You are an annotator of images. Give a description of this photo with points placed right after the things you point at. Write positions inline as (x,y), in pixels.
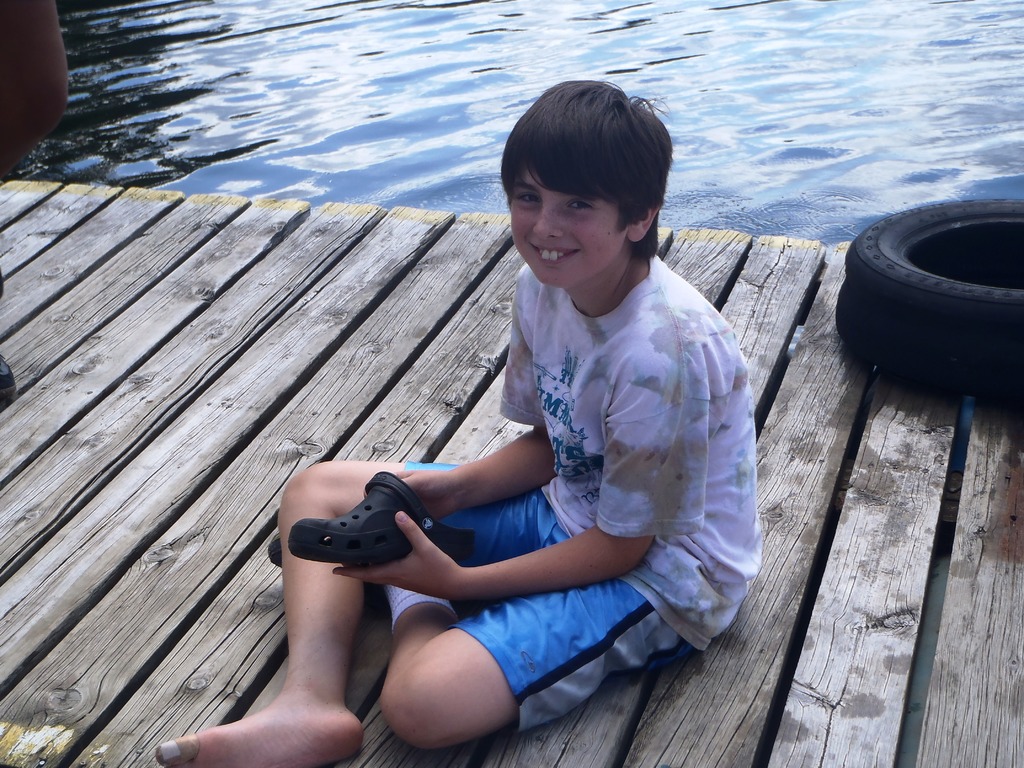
In the image in the center (562,481) we can see one boy (520,521) is sitting on the wood floor (781,607). And we can see he is holding footwear (379,506) and he is smiling, which we can see on his face (523,243). In the background (480,61) we can see water (834,68) and tire (852,280).
